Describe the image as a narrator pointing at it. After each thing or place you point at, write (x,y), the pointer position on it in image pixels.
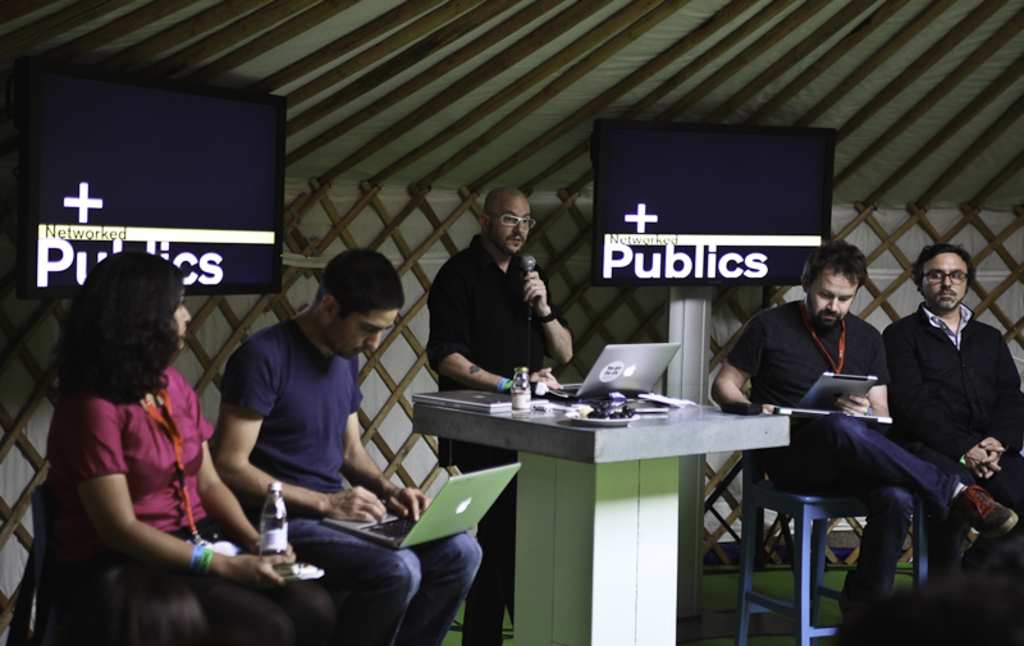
On the left (159,414) there is a woman (166,374) who is wearing t-shirt (147,491) and jeans (269,615). She is holding a paper (289,565) and water bottle (274,538), beside her we can see a man (351,492) who is working on the laptop (392,525). In the centre (451,286) there is a bald man (540,352) who is wearing spectacles (513,223), shirt (522,316) and trouser (514,508). He is holding a mic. He is standing near to the table (600,474). On the table (671,460) we can see laptop (471,403), water bottle (530,398), papers (653,394) and other objects (633,411). On the right (915,325) there is a man (982,334) who is sitting on the chair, beside him we can see another man (821,356) who is looking on the tab (821,390) and holding it. Behind him we can see the television screen (680,230).
